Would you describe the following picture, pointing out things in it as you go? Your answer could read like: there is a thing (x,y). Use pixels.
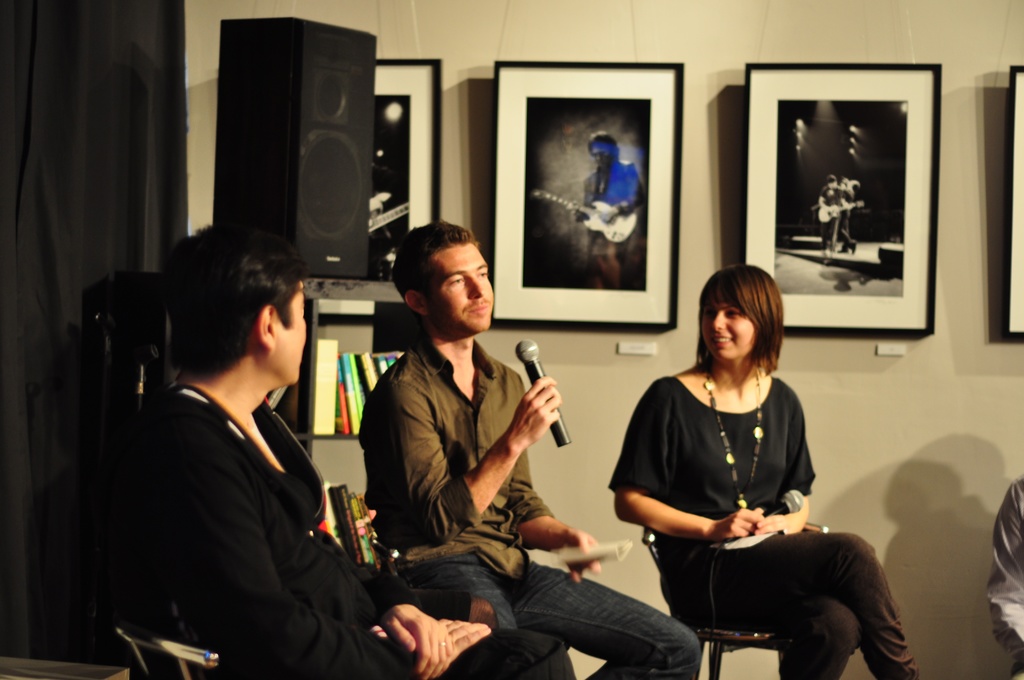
In this picture we can see three persons (389,379) middle man (392,370) is holding mic (543,397) and on right side (753,341) woman (780,422) is smiling looking at him and on left side (208,409) person (256,503) sitting on chair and in background (247,84) we can see speaker (351,224), rack (348,292) full of books (332,369), frames (534,142) to the wall (761,21) and in frames (578,170) we can see persons (622,175) playing musical instruments (610,216).
